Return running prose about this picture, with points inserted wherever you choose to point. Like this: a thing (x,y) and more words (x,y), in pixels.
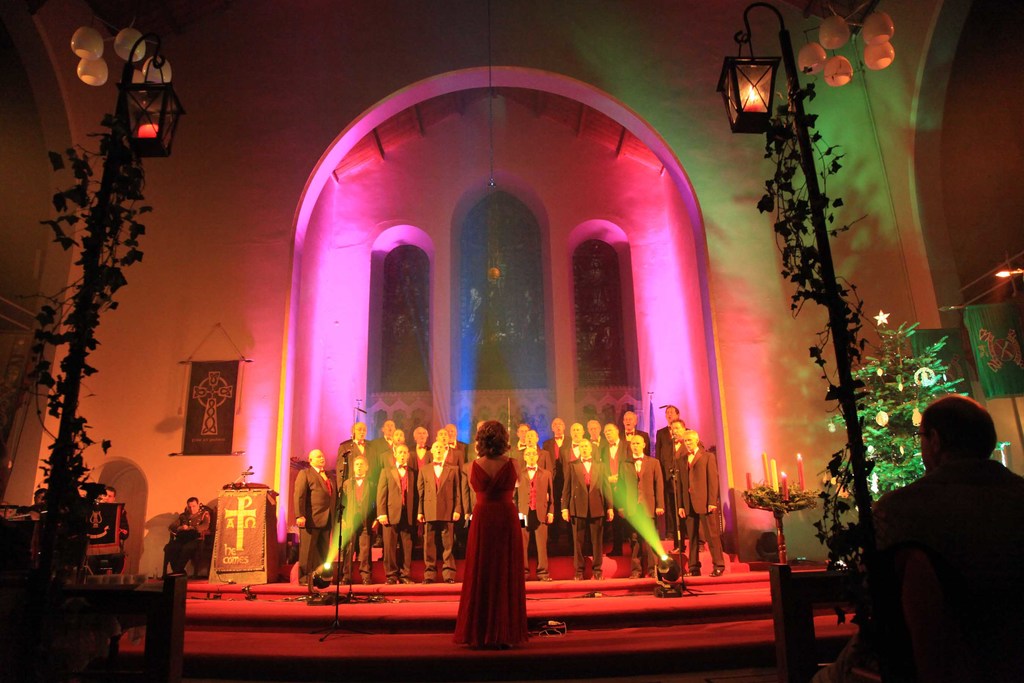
In the image we can see there is a woman (485,610) standing and in front of her there are other people (452,452) standing. There are mics (343,457) kept on the stand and there is a person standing near the podium (221,553). There is a man (185,555) sitting on the chair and there are lamp poles (125,165) and there are lightings (801,460). There is a man (941,573) sitting.
